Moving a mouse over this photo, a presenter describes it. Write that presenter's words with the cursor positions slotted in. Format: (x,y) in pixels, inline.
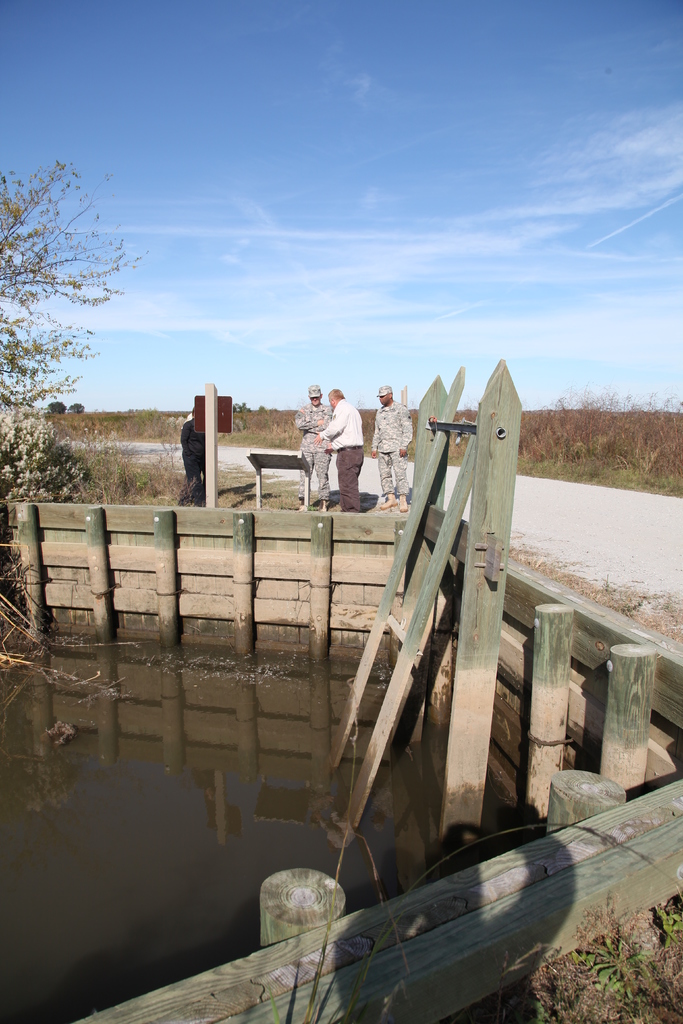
In this image, at the bottom (524,879) there are plants (613,947), water (252,799), fence (225,608). In the middle (358,478) there are people (405,448), table (294,456), signboard (208,448), trees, plants (10,450), road (575,525), sky (70,407) and clouds (302,344).
